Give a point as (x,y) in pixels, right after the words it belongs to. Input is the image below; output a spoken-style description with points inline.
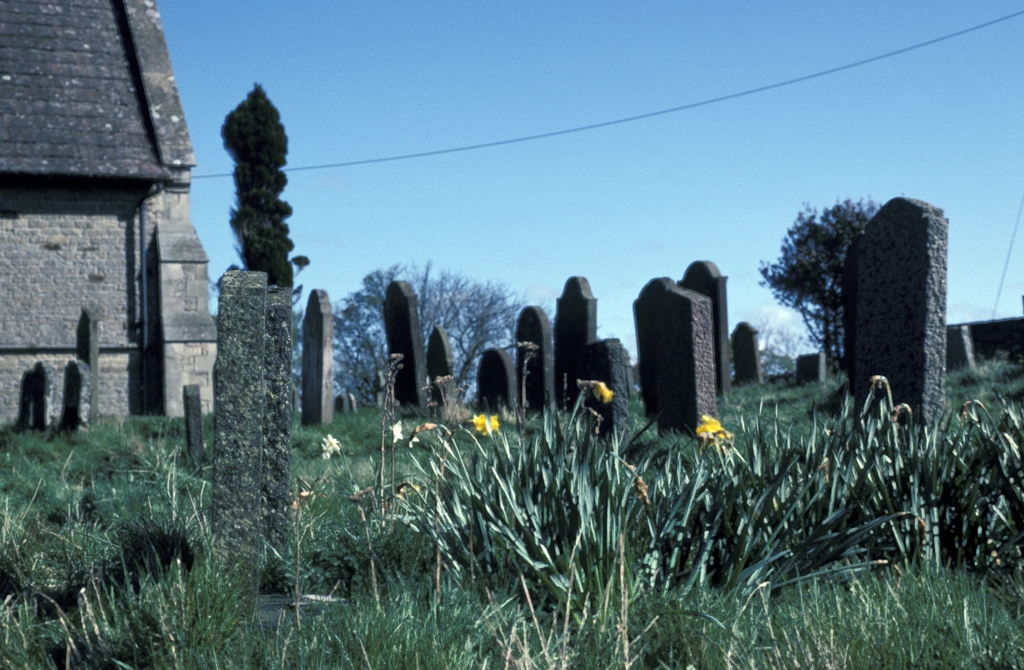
In this image I can see few flowers (332,444) in yellow color, grass (467,423) in green color, cemeteries (680,411). Background (30,123) I can see a building (70,179) in cream color, trees (841,281) in green color and the sky (524,152) is in blue color.
